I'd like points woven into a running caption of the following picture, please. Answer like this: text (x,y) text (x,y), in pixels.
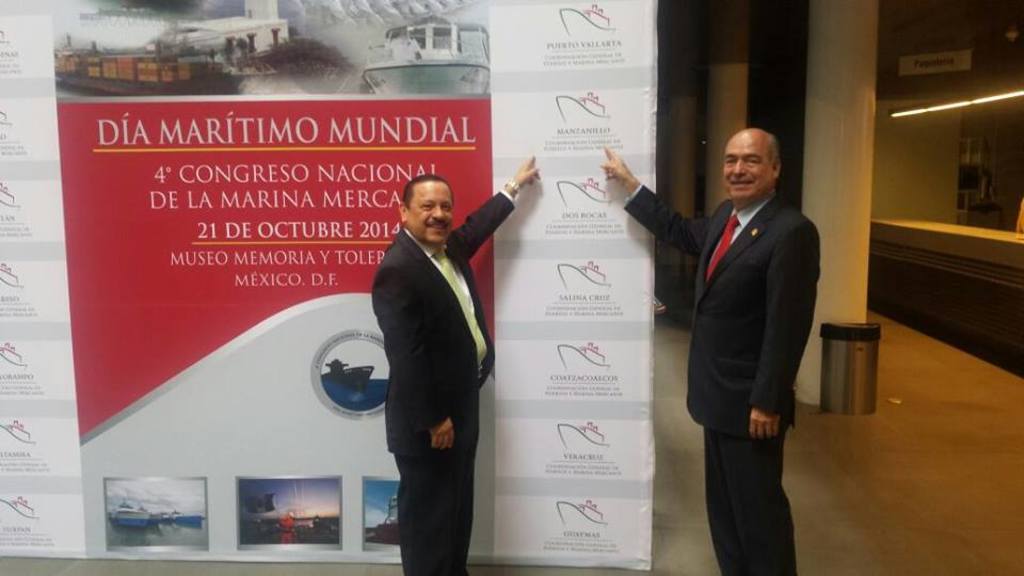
In the image in the center (485,367) we can see two persons (782,228) were standing and they were smiling, which we can see on their faces (745,175). In the background (696,129) there is a wall (893,174), light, dustbin (858,387), floor (848,482), banner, pillars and few other objects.
